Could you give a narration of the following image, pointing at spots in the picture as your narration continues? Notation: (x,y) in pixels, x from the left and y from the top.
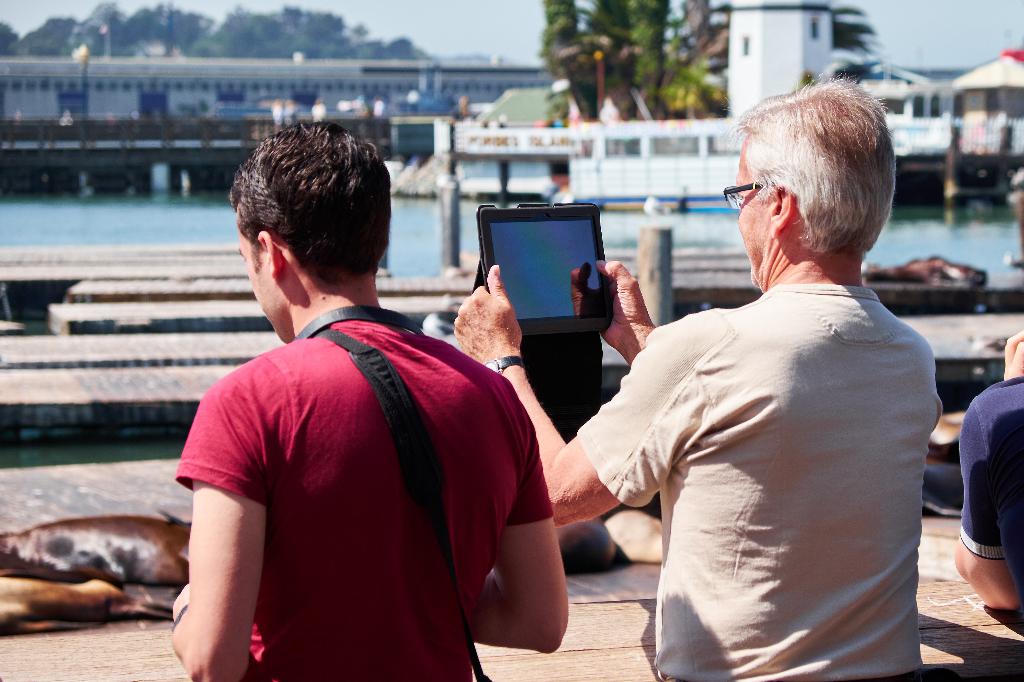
In this picture we can observe two persons (568,472). One of them is wearing a red color T shirt (324,512) and other is wearing cream color T shirt (778,410) and spectacles (746,185). He is holding a tablet (562,320) in his hands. In the background (182,213) we can observe a river (429,227) flowing and there are sea lions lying on the docks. We can observe a ship (603,172) on the water (405,210) near the dock (160,279). In the background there are trees (336,36) and a sky (479,31).
